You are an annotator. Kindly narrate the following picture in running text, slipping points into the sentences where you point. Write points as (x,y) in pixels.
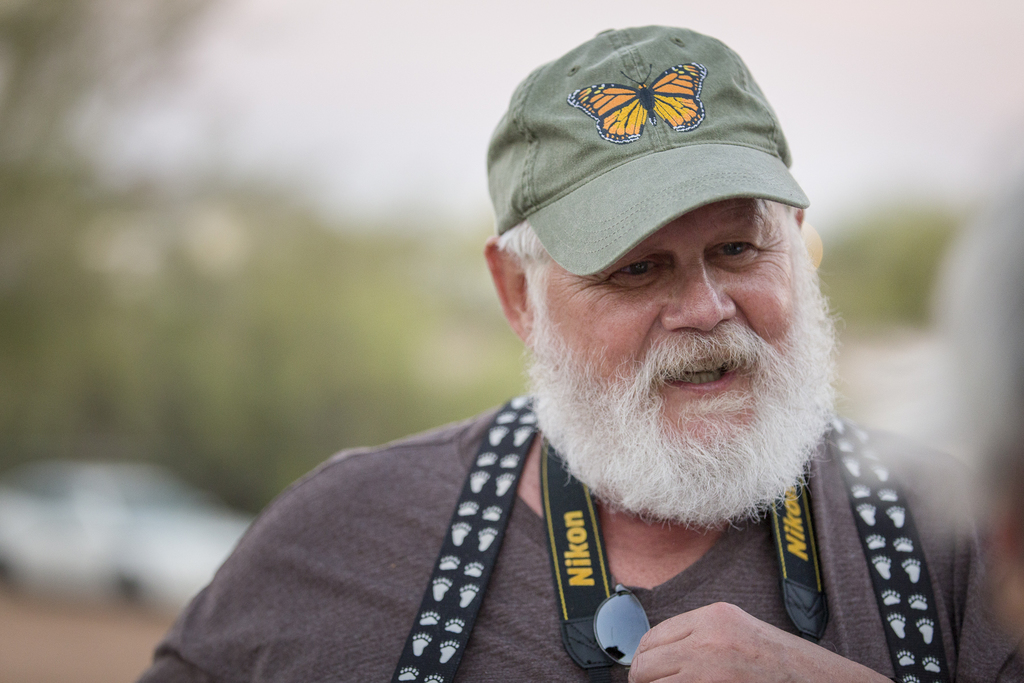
In this picture we can see a man (565,345) wore a cap (594,219) and smiling, goggles (635,616), belts (596,590) and in the background (63,467) we can see a white car (122,471) on the ground (65,633), trees (252,276) and it is blurry.
